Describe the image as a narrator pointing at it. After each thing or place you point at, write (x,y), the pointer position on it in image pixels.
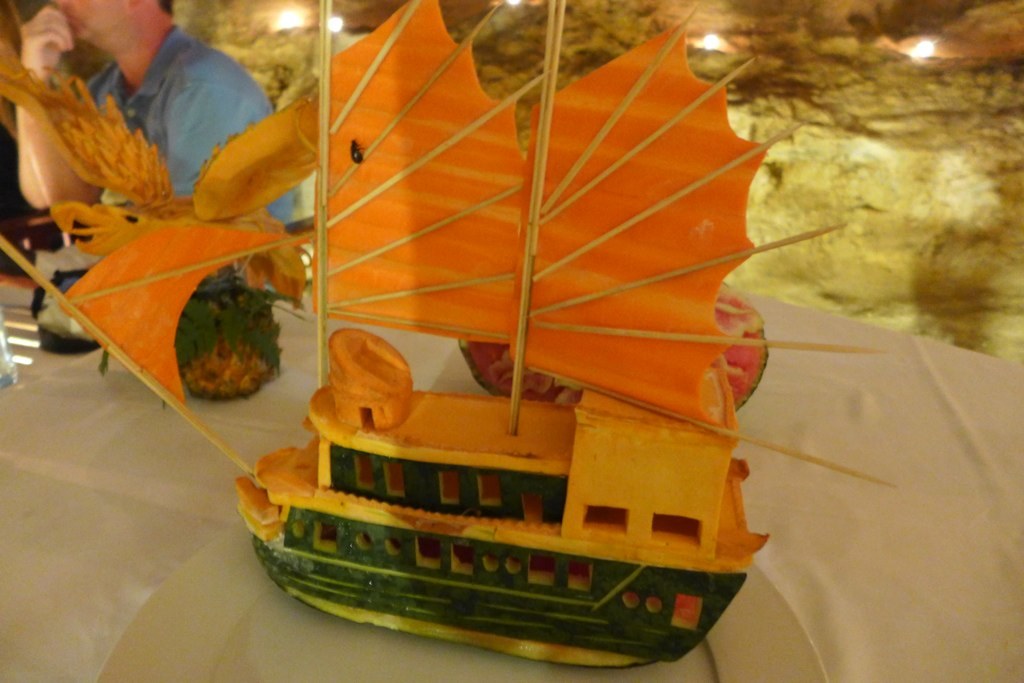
In this picture we can see a toy boat (443,466) made with fruits (404,151) which is on a cloth (8,480). Here we can see a person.
